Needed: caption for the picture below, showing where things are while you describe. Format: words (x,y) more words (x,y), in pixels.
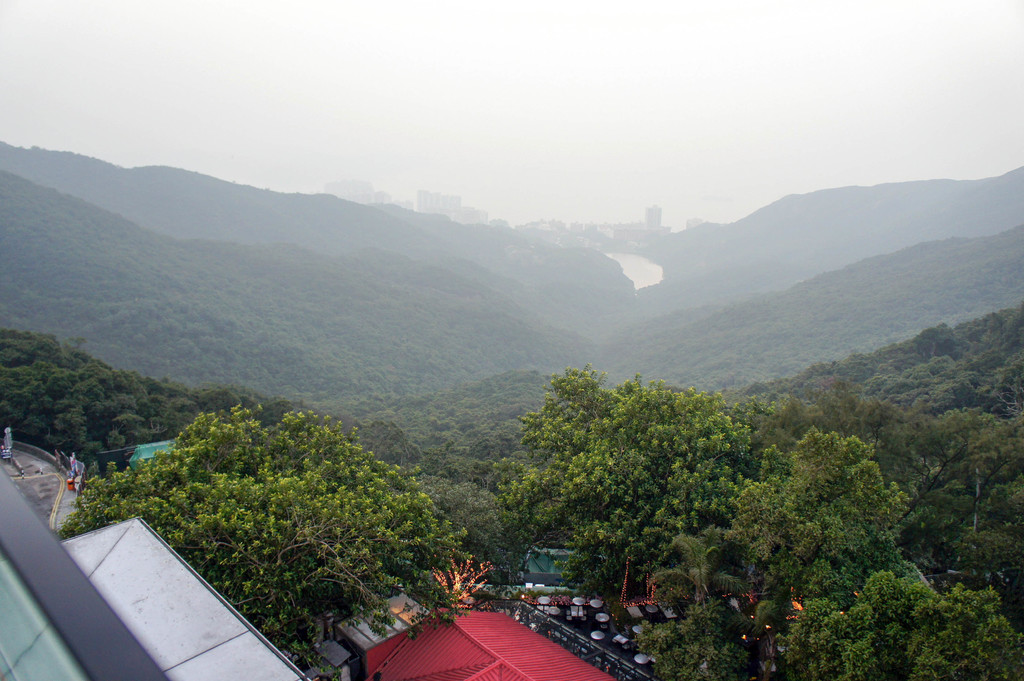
This picture shows many trees (591,456) and we see buildings (411,672) and hills (392,252) and a cloudy Sky (680,142).
